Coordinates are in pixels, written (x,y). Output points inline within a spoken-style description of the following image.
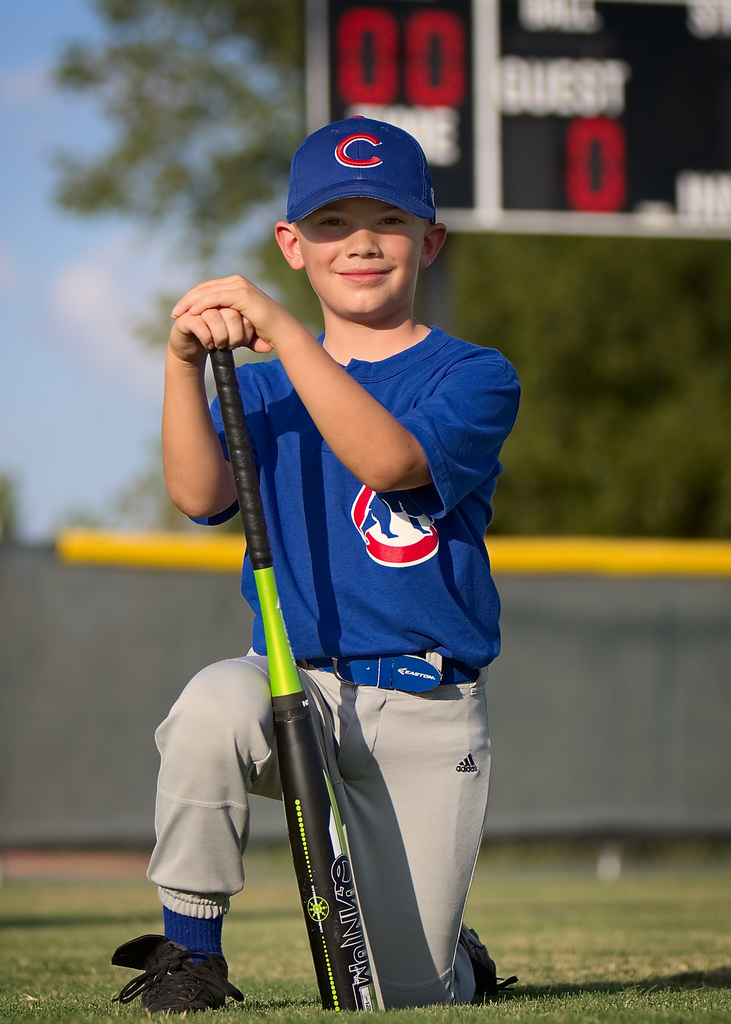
In this image there is a child (437,480), he is wearing blue color T-shirt (379,541), grey color pant (395,798) and holding a base ball bat (308,808) in his hand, in the background (597,121) it is blurred.
